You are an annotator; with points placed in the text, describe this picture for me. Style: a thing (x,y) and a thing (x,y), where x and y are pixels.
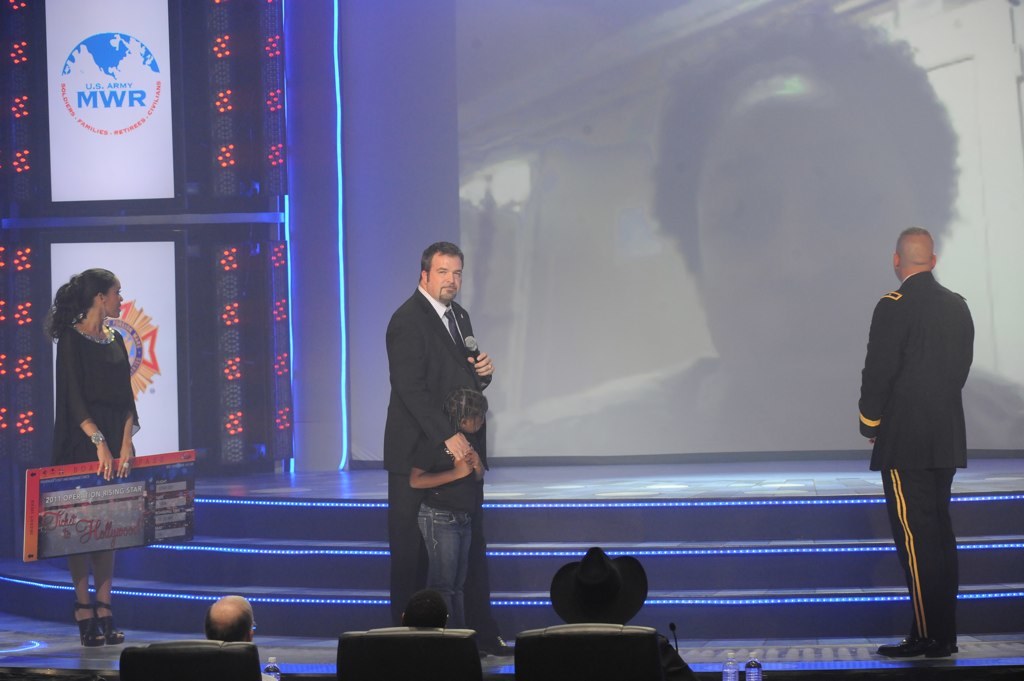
At the bottom of the image (662,664) we can see a few people (435,617) are sitting on the chairs (591,642). Among them, we can see one person (559,611) is wearing a black hat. In front of them, we can see one microphone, water bottles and a few other objects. In the center of the image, we can see one stage (675,566), lights (861,500), staircase (800,559) and a few other objects (200,381). On the stage (776,566), we can see a few people (945,317) are standing. Among them, we can see one person (437,377) is holding a microphone (478,366) and the other person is holding a banner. In the background (382,153) we can see one screen (777,206), banners (56,30), lights (277,153) and a few other objects (210,206).
